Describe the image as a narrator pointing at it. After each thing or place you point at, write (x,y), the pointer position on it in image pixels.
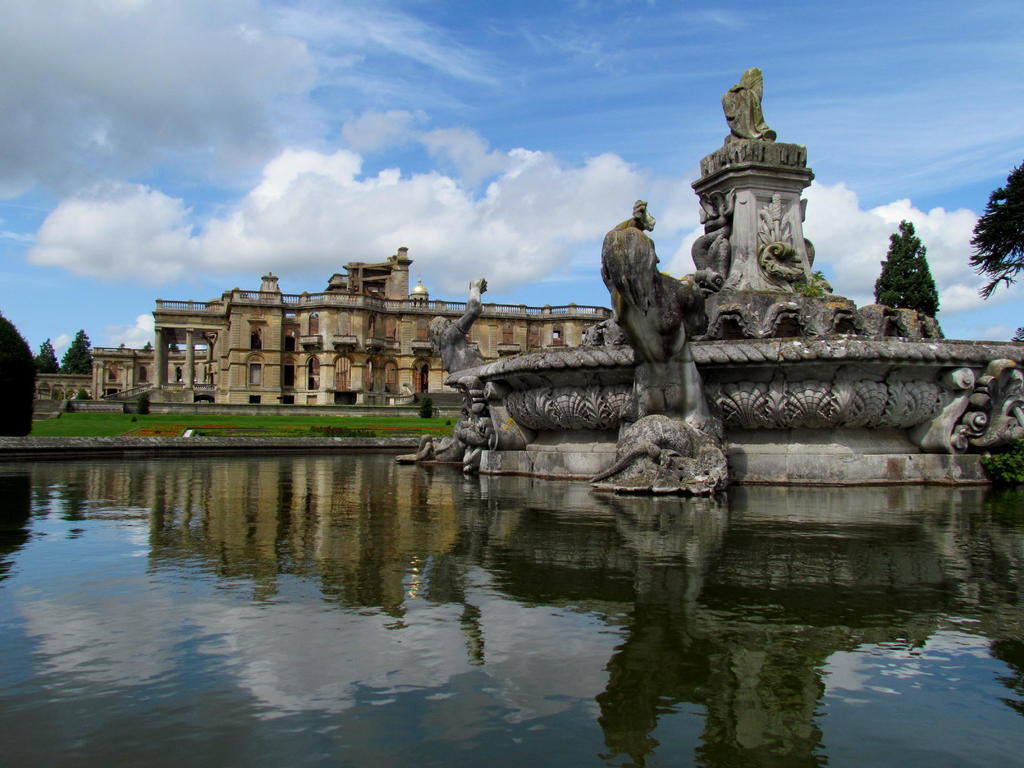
In this image I can see the water (517,621), a sculpture (456,451) which is grey and black in color and in the background (974,266) I can see few trees (44,371), and buildings (209,341) which is brown and cream in color, some grass (112,424) on the ground (182,425) and the sky (370,115).
